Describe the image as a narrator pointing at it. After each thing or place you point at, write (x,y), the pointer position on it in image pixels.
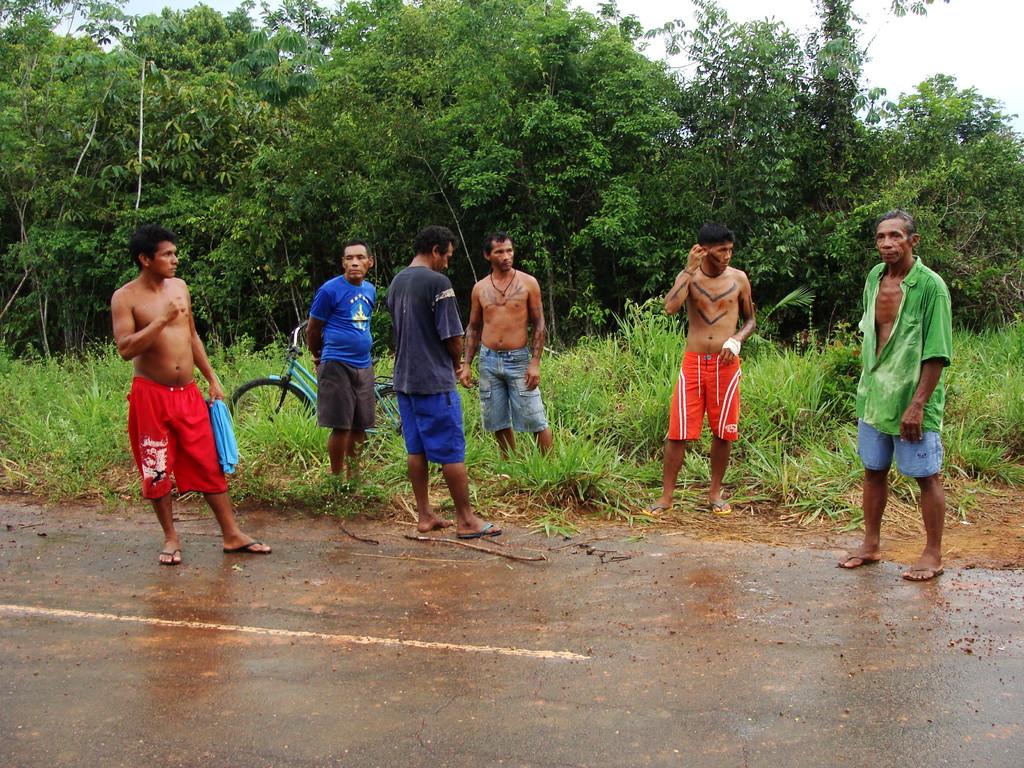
In this image there are group of persons (397,361) standing. In the background (306,356) there is grass (620,345) on the ground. There is a bicycle (306,370) and there are trees (719,200).
